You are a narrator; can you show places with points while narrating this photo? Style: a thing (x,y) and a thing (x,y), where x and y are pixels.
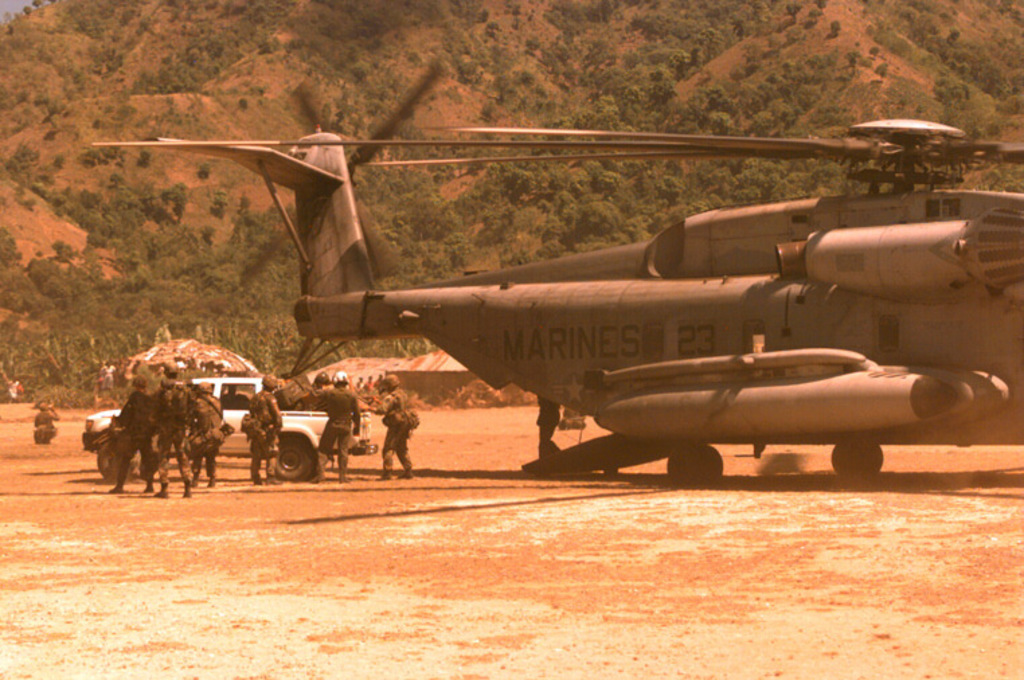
In this image I can see a helicopter (734,323). I can see few people (173,449) around the car (229,413). Back I can see trees (180,266), mountain (16,186) and shed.
